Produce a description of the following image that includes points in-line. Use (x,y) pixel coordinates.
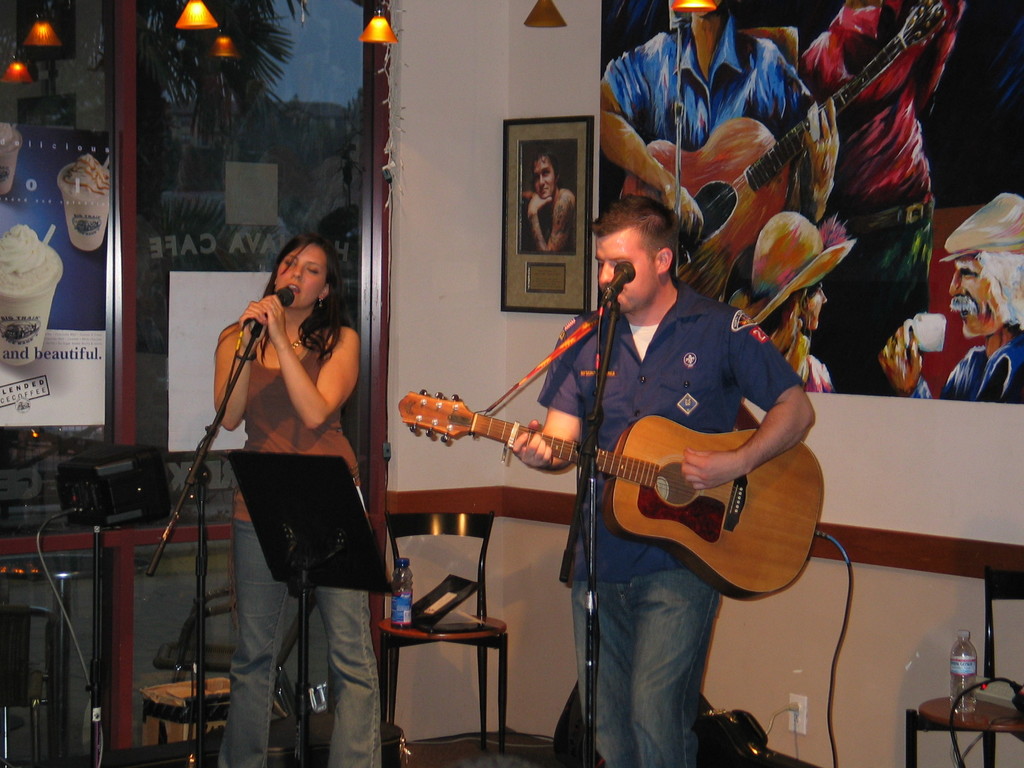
There is a room (369,262). The two persons (647,212) are standing. The man (671,227) is playing a musical instrument (709,554). can see in background (216,161) poster (601,207), photo frame (529,158), trees (355,110) and wall (456,133). There is a chair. There is a bottle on a chair (480,684).
